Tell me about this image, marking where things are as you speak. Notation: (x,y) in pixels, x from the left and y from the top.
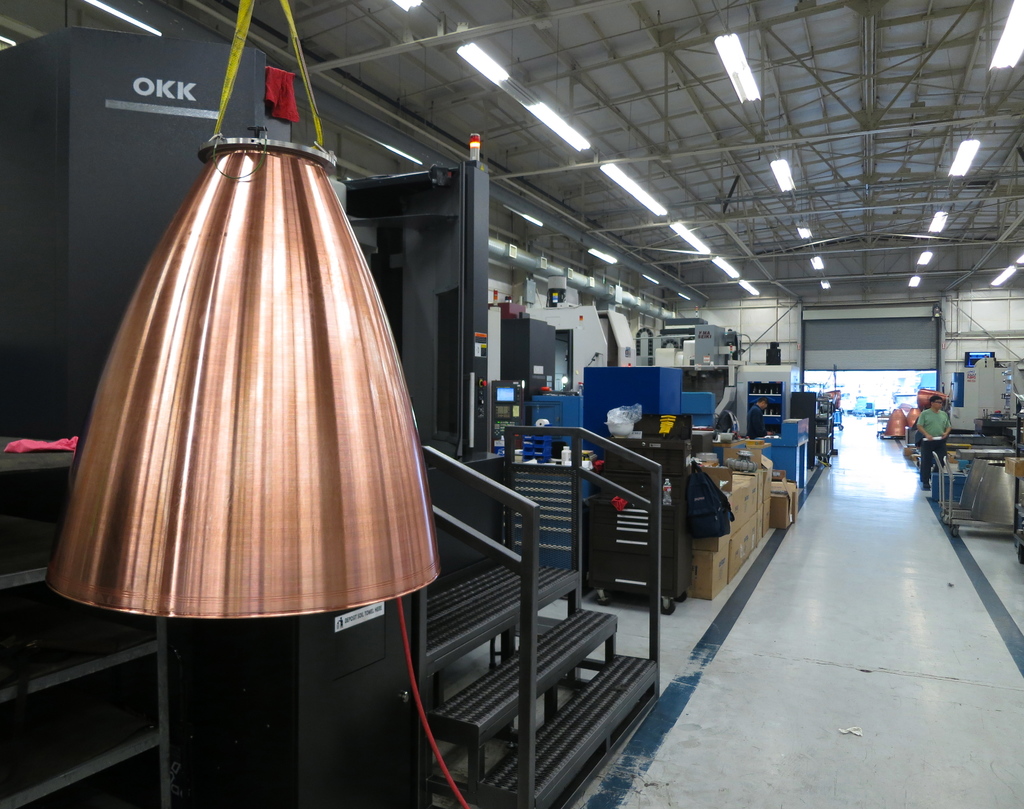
I think this picture was taken in the factory. Here is a person (929,457) standing. I can see cardboard boxes (747,494). This is a bag (692,501) hanging. I think these are the machines (717,335). Here is another person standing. I can see the tube lights (757,101) hanging to the roof (982,123). These are the stairs (569,583). This looks like a copper object (286,314), which is hanging with the help of ropes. In the background (848,344), that looks like a rolling shutter (853,343).
